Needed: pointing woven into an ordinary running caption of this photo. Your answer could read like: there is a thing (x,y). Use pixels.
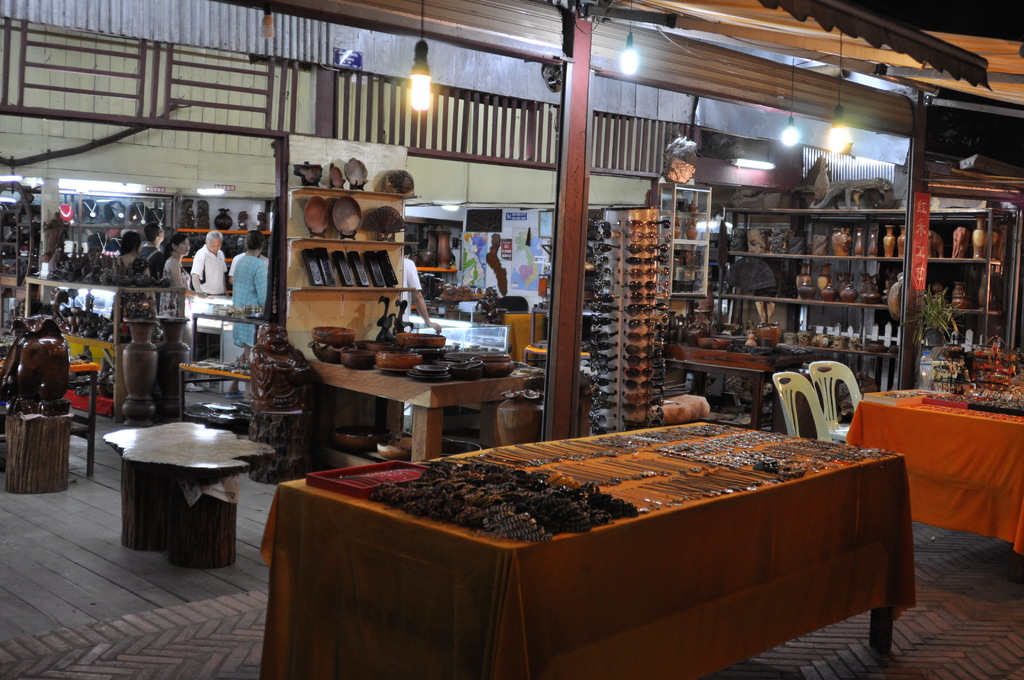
This is a table (659,522) covered with a orange cloth (617,543). There are few kind of ornaments (547,484) placed on table (706,467). These are the two empty chairs (833,393). I can see goggles (637,314) arranged in order. These are the racks (138,223) with few objects (372,229) placed inside. This looks like a wooden bench (182,454). There are group of people (181,277) standing here. I can see few posts (484,248) attached to the wall (507,236). These are the lamps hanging to the rooftop (635,39). I can see another table (940,411) covered with cloth (975,458) and few objects (936,377) placed on it. This looks like a traditional objects (812,284) which are kept in the rack (930,275).
